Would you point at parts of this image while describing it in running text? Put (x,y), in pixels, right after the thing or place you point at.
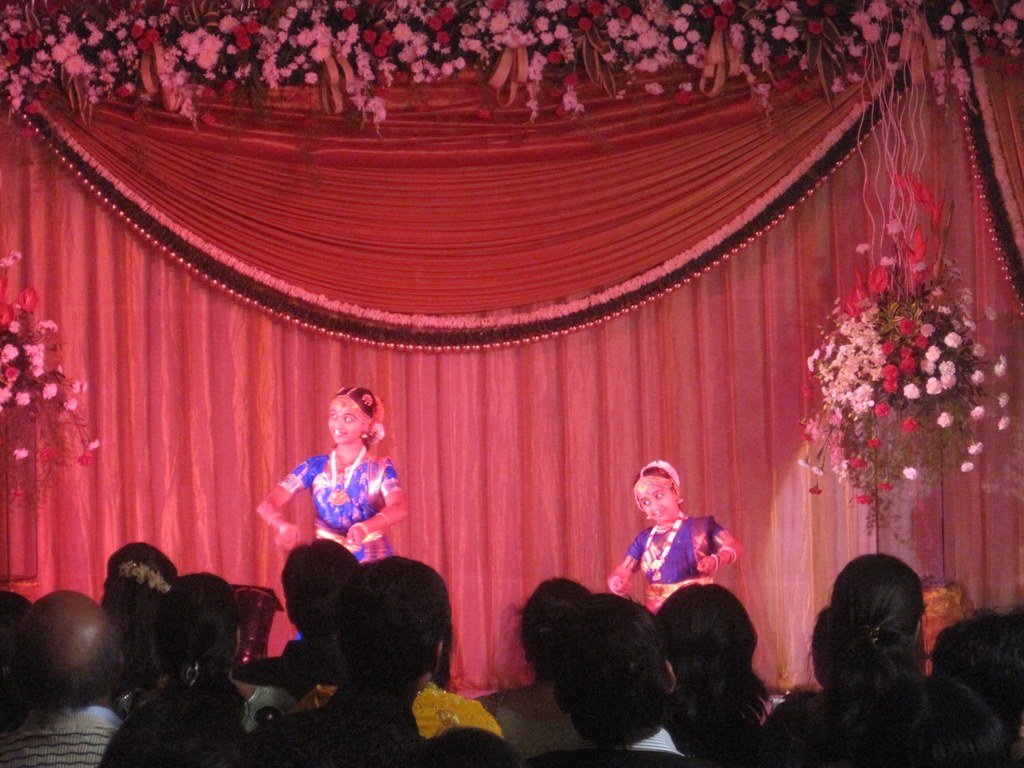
In this image I can see the group of people (339,722) wearing the different color dresses (486,720). In-front of these people (436,626) I can see two people (668,554) dancing. These people (308,488) are wearing the purple color dresses (322,526). In the back (511,5) I can see the decorative flowers (493,13) and the curtain (435,358).
